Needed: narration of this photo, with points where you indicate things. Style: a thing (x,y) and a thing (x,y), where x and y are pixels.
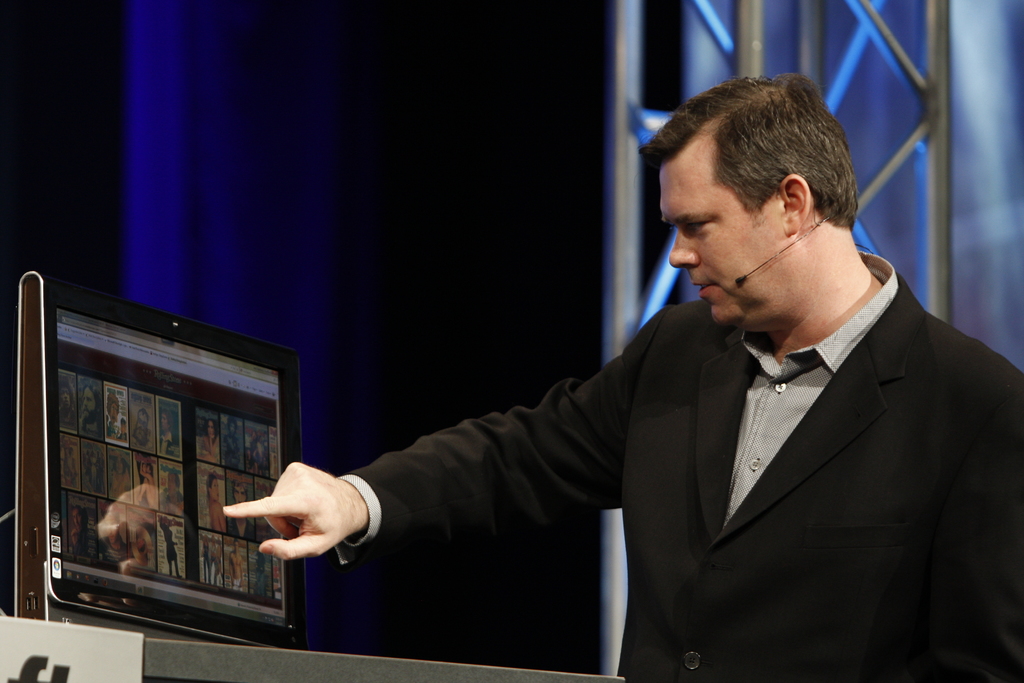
In this image there is a table (308,677), on that table (321,681) there is a monitor (285,614), beside the table (445,672) there is a person (714,521) standing in the background (181,282) there is a curtain (582,160) and poles (638,27).
